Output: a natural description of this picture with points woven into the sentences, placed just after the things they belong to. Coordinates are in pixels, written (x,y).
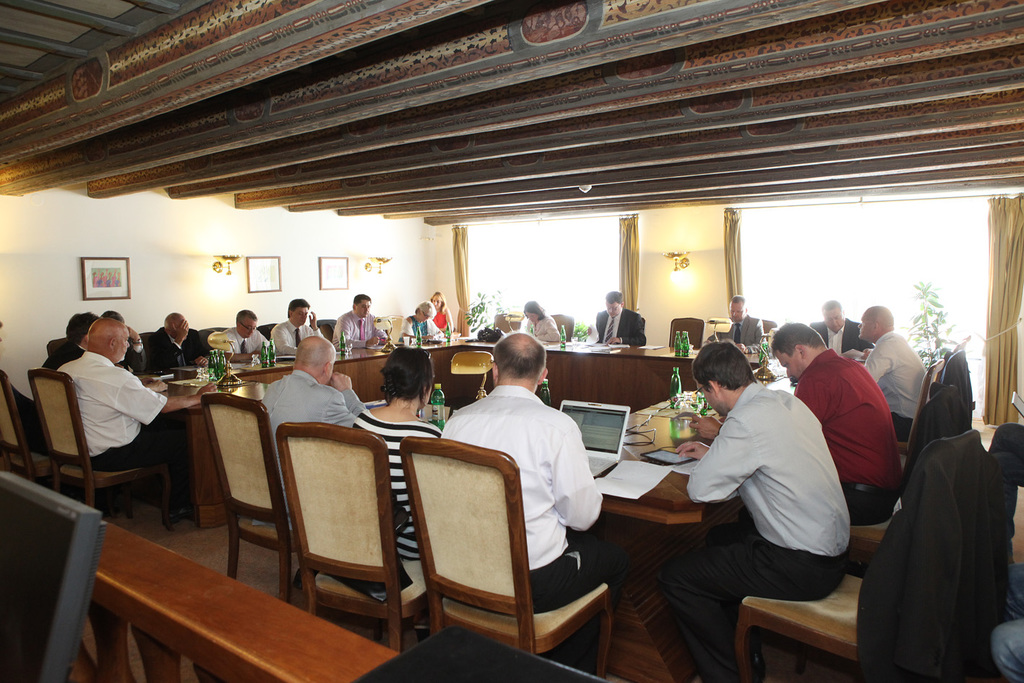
In this image there are group of people (504,451) sitting in chairs (325,527) and on table (564,382) there are laptops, bottles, glasses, papers (597,480), and at back ground (588,315) there are frames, lamps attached to wall (404,282), curtains (456,274), windows (597,253).
